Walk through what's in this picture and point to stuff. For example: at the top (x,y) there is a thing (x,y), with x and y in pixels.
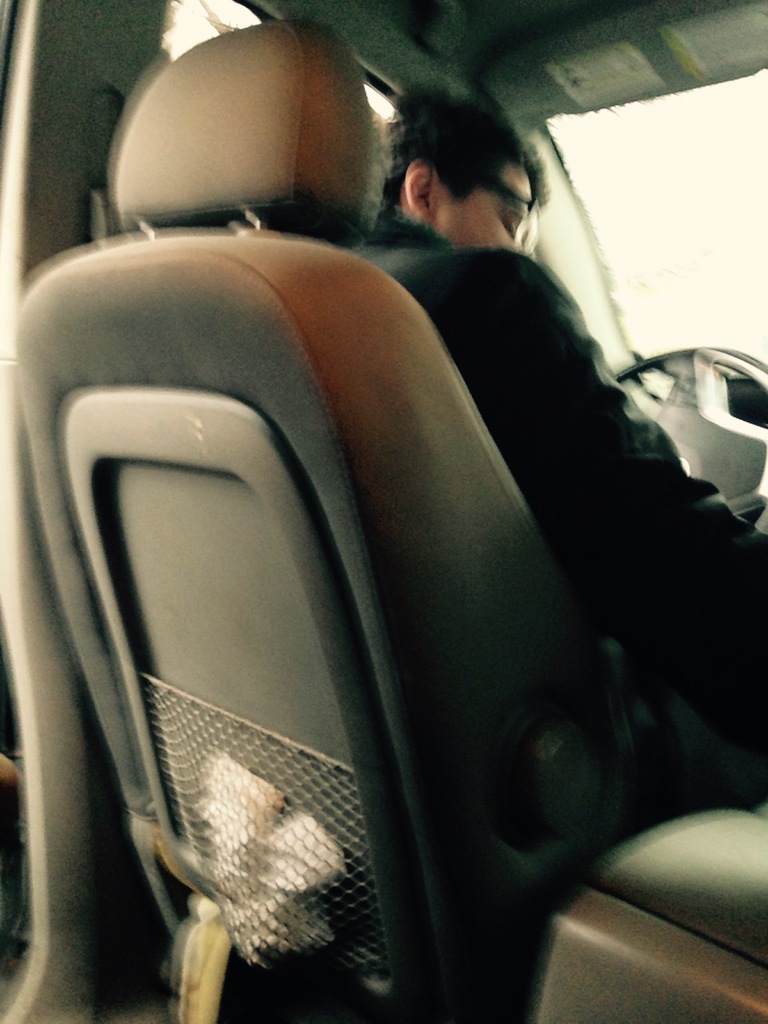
This Picture describe about the in side view of a car (80,434) in which a person (571,385) is sitting in the driving seat (459,838) and holding the steering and other hand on the gear shift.
